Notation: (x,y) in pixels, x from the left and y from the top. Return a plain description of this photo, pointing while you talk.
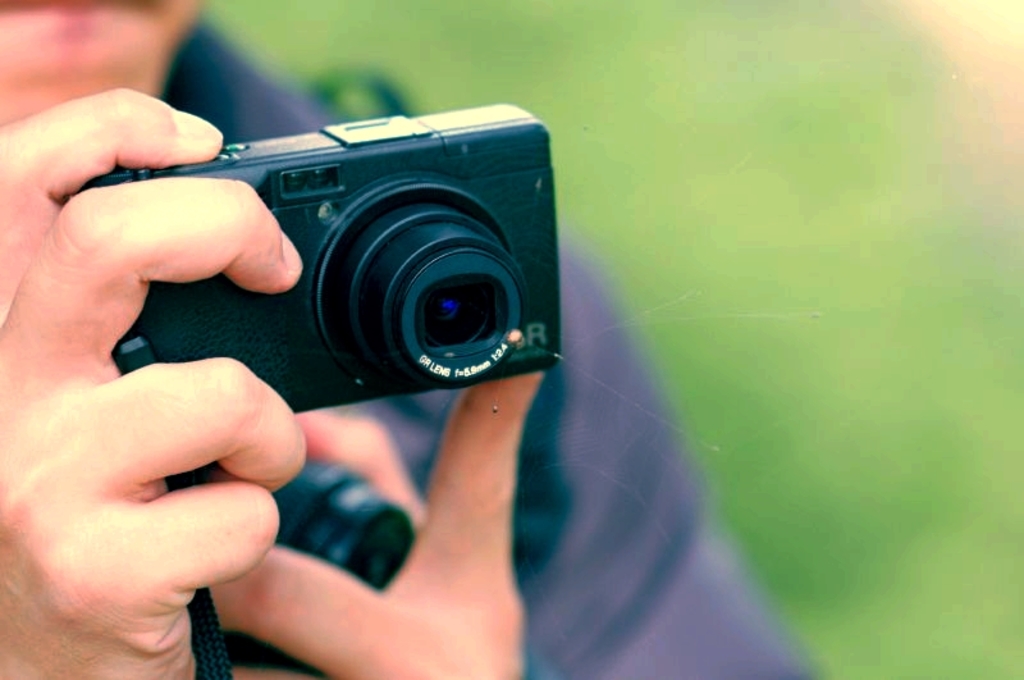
In this image one man (131,153) is holding a camera (314,266). The background (789,213) is blurry.
